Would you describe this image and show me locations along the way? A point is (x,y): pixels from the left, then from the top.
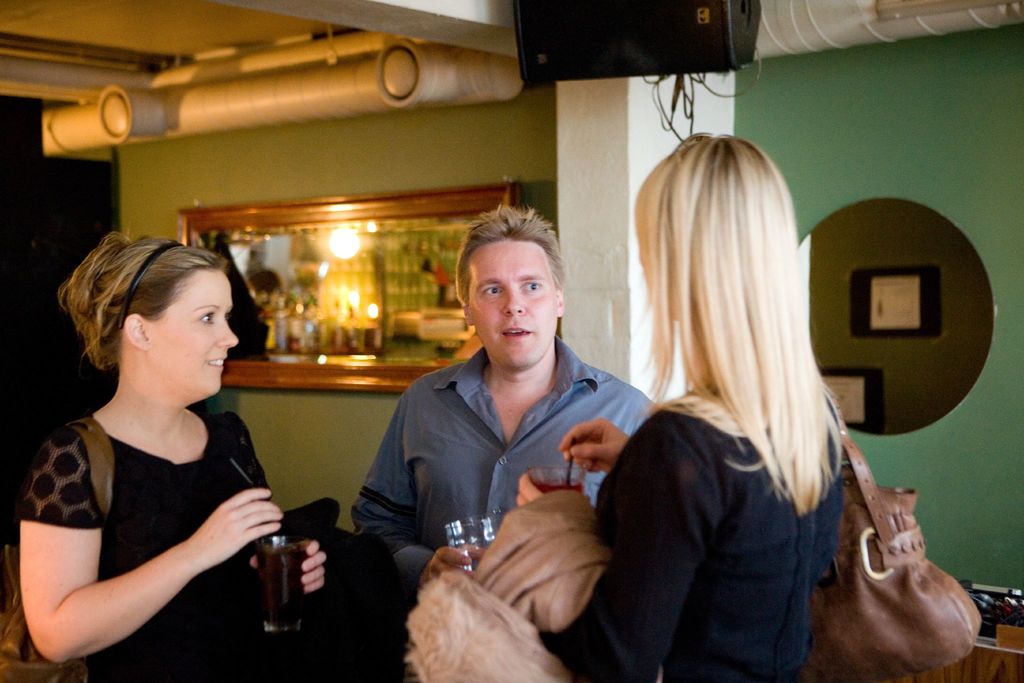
In this image I can see three people (418,513) with different color dresses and these people (443,560) are holding the glasses (475,539). In the background (340,345) I can see the mirror (306,257) and the board (867,268) to the wall (816,167) and I can see the reflection (330,297) of few lights (344,299) and objects (302,337) in the mirror (352,259). I can see the pipes (443,73) and the speaker (563,65) at the top (564,62).
